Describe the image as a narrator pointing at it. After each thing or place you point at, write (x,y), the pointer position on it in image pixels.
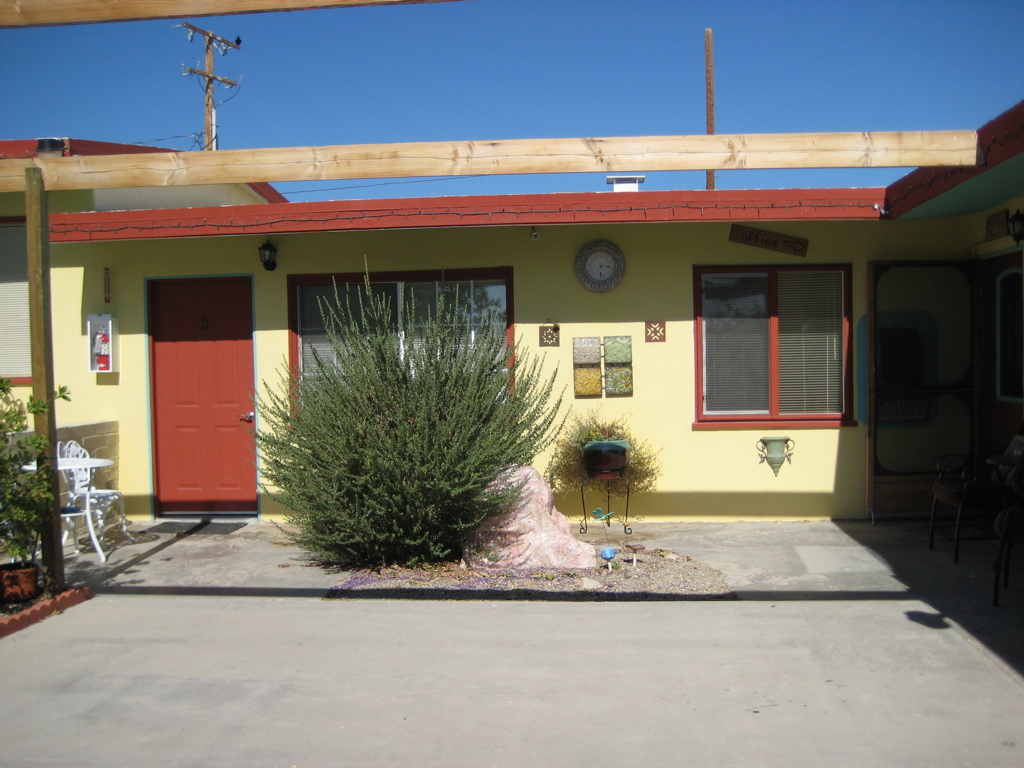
In this image I can see the ground (533,673), few trees (422,480) which are green in color, a white colored chair (75,453) and a house (566,287) which is cream and brown in color. I can see few wooden logs (209,151), door (219,472) which is brown in color and in the background (434,69) I can see the sky (488,61).
